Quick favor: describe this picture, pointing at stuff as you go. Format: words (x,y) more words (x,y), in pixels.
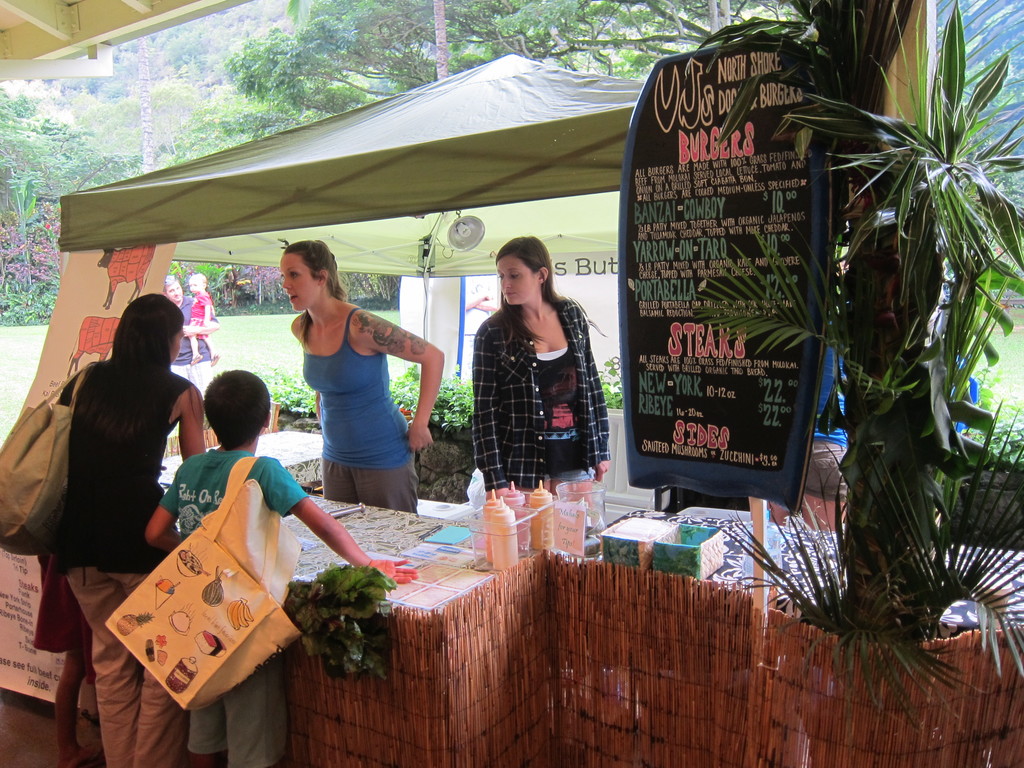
In this image we can see people (175,482), tables (403,522), information boards (764,415), plants (940,367), trees (775,1), tent (305,161) and things (668,532). Far a person (188,357) is carrying a baby (198,337). In the front (74,441) two people (112,712) wore bags (241,588). Above the table (361,542) there are boxes (618,535), bottles (509,500) and things (482,529).
